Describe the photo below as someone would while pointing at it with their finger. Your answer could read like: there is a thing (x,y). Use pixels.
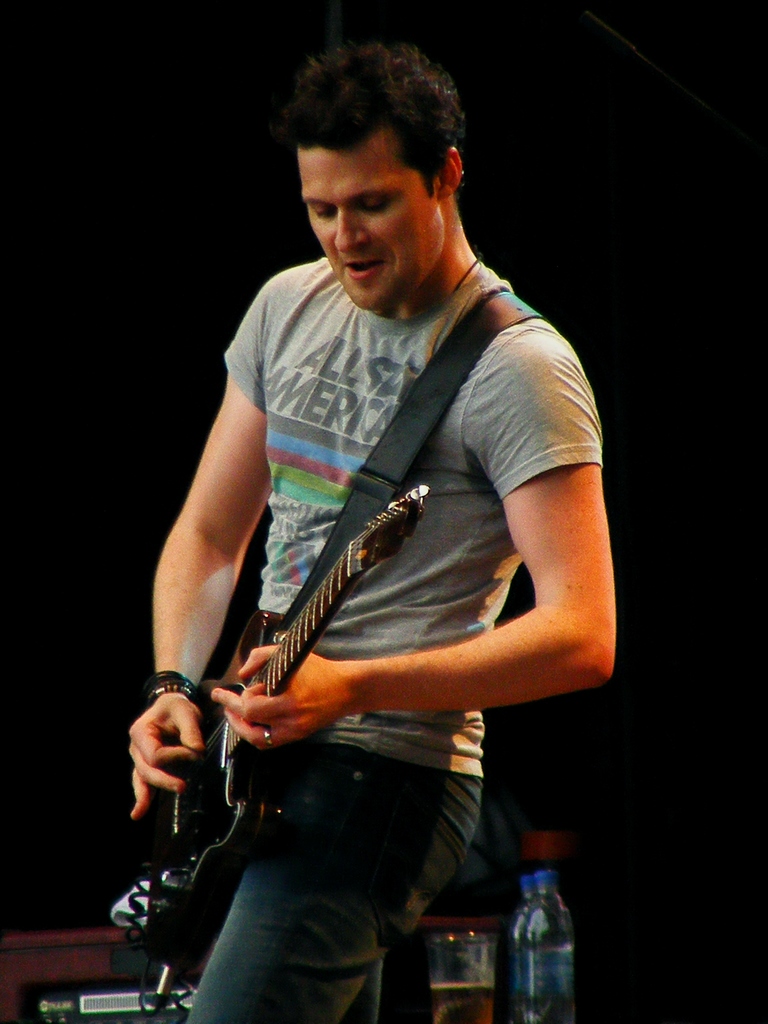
In this image I see a man (236,445) who is holding a guitar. In the background (545,876) I see a glass (494,964) and bottles (535,1017).
